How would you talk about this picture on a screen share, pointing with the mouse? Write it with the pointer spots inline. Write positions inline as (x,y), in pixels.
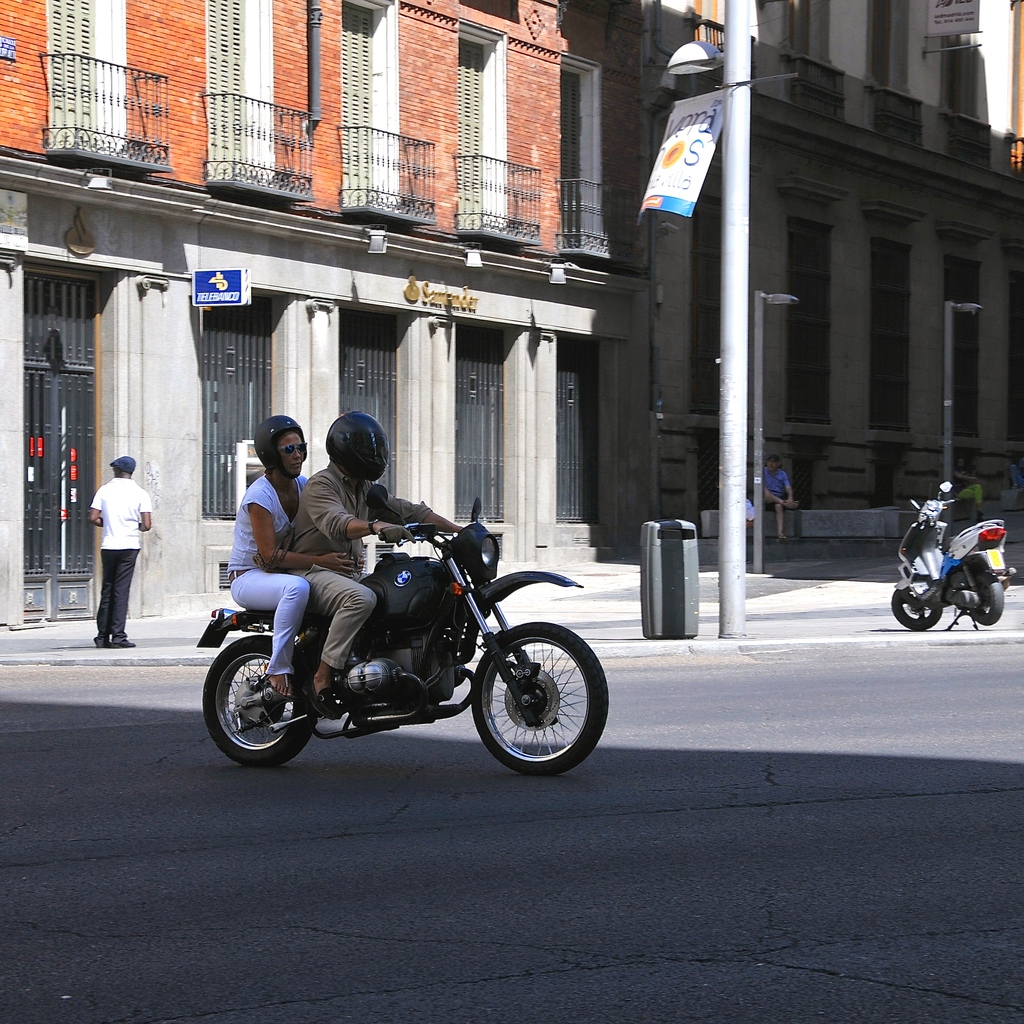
This image is clicked outside. There are buildings (686,351) on the top (536,315). there is one bike (421,617) and one Scooty (926,539). There is a person (784,485) sitting near the building (811,501). There is a pole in the middle of the image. Two people (268,555) are going on bike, one person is standing to the left side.
